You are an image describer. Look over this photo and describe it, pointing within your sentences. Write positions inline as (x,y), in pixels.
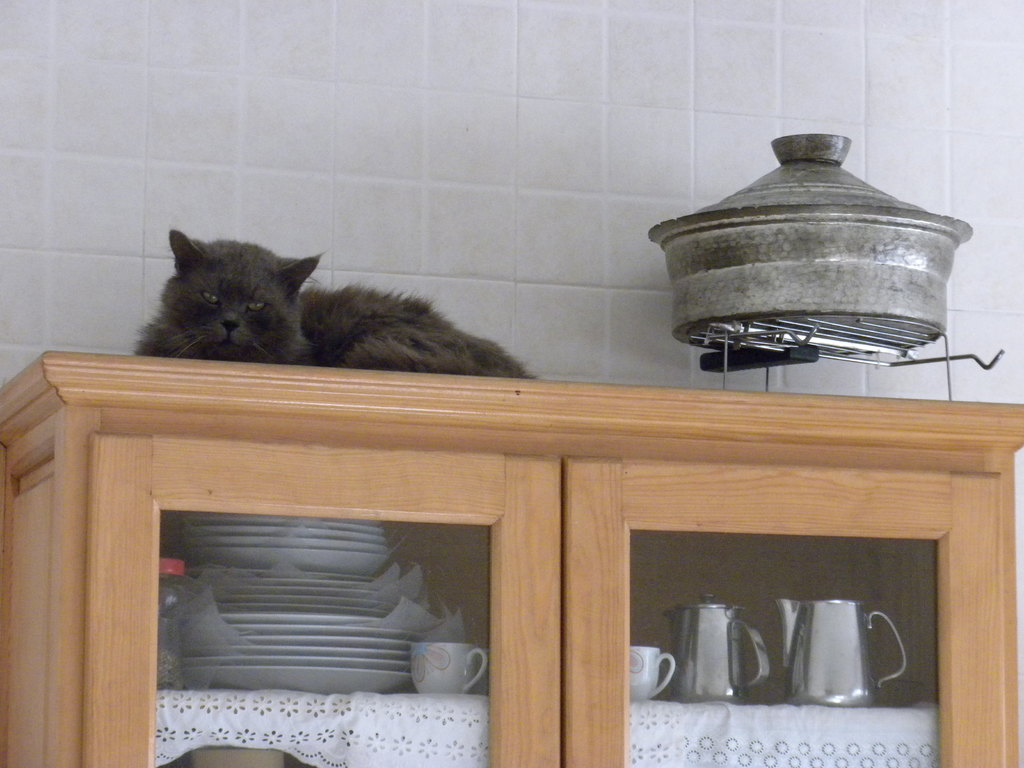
In this image we can see a cupboard (119,525). On the top of the cupboard (350,375) one black color cat (268,317) and container (826,287) is there. Inside the cupboard (786,659) cups (646,657) and plates (278,638) are arranged.
